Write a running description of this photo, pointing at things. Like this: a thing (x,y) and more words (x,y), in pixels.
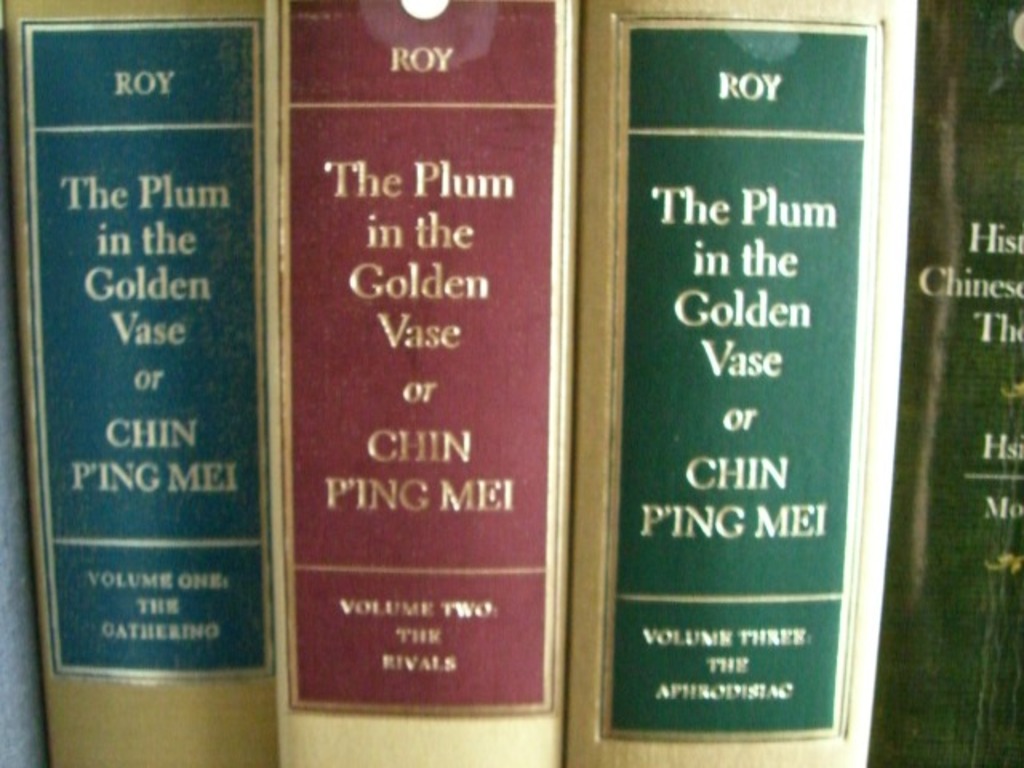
In this image it seems like books (574,564) with some text (206,475).
